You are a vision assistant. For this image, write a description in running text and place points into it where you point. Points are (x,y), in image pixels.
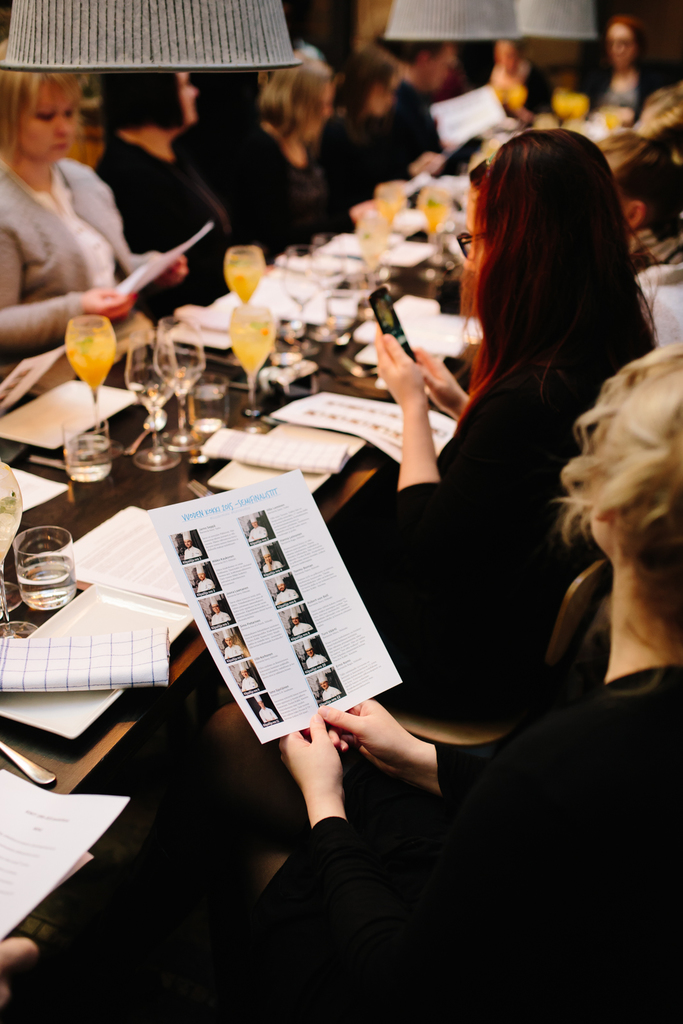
In this image there are group of people (153,89) sitting on the chair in front of the table (204,643) on which glasses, papers (208,500), mobiles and so on kept. On the top (179,59) lamps (169,60) are visible. This image is taken inside a hall (318,577).
